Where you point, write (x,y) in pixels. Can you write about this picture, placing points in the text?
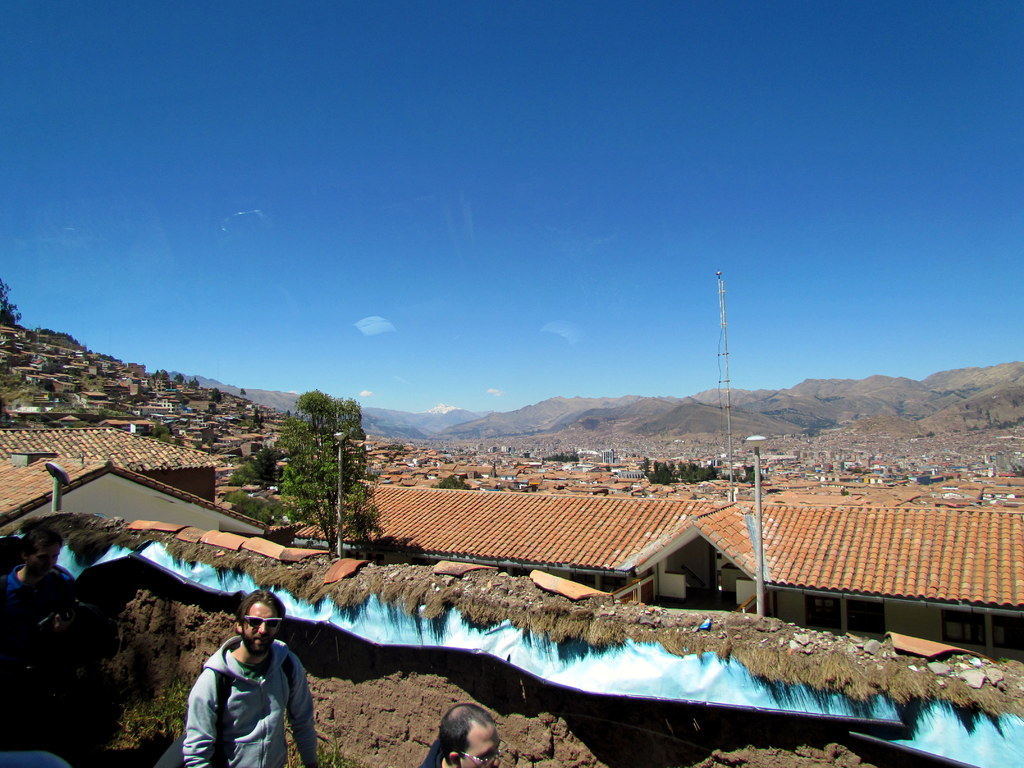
In this picture we can see three people (45,586), buildings (180,484), trees (321,438), poles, mountains (474,416), some objects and in the background (378,273) we can see the sky (378,273).
